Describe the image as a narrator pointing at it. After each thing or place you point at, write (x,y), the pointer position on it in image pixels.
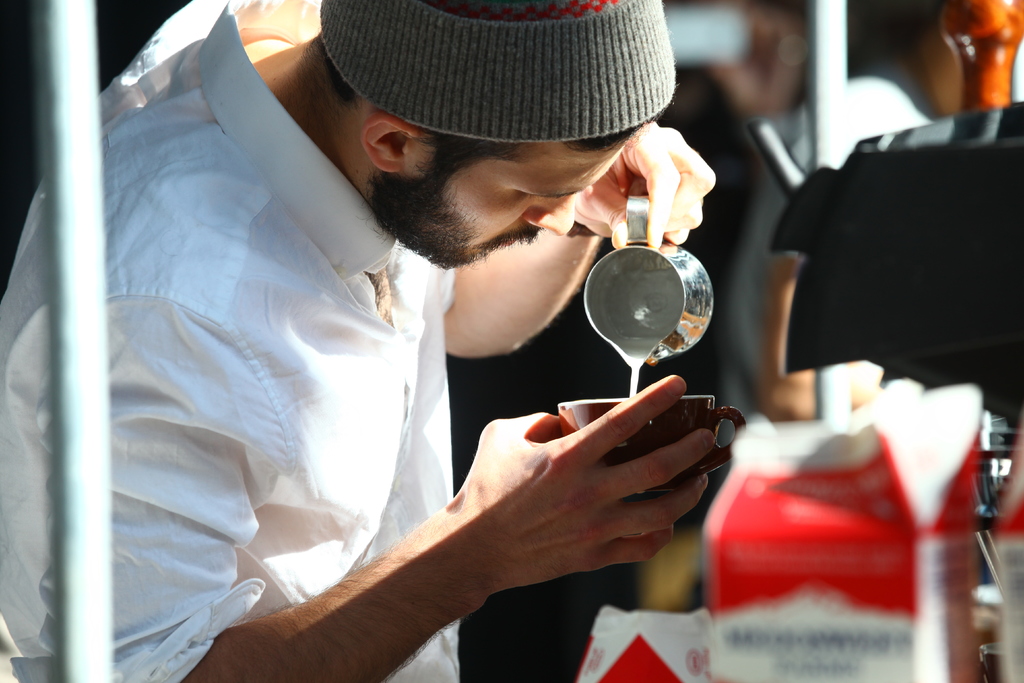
In this image we can see a person (449,253) holding cup (589,420) and preparing some drink (637,369), behind him we can see some objects (809,445).
